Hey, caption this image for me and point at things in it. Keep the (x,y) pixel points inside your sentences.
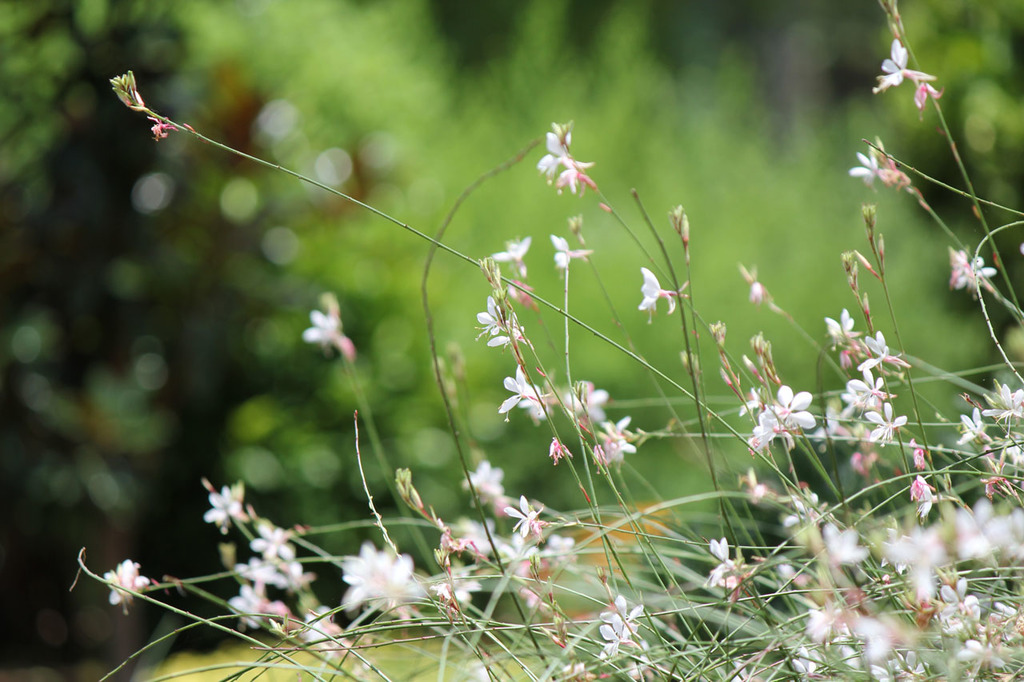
In this image in the front (837,496) there are flowers (923,557) and the background (793,170) is blurry.
